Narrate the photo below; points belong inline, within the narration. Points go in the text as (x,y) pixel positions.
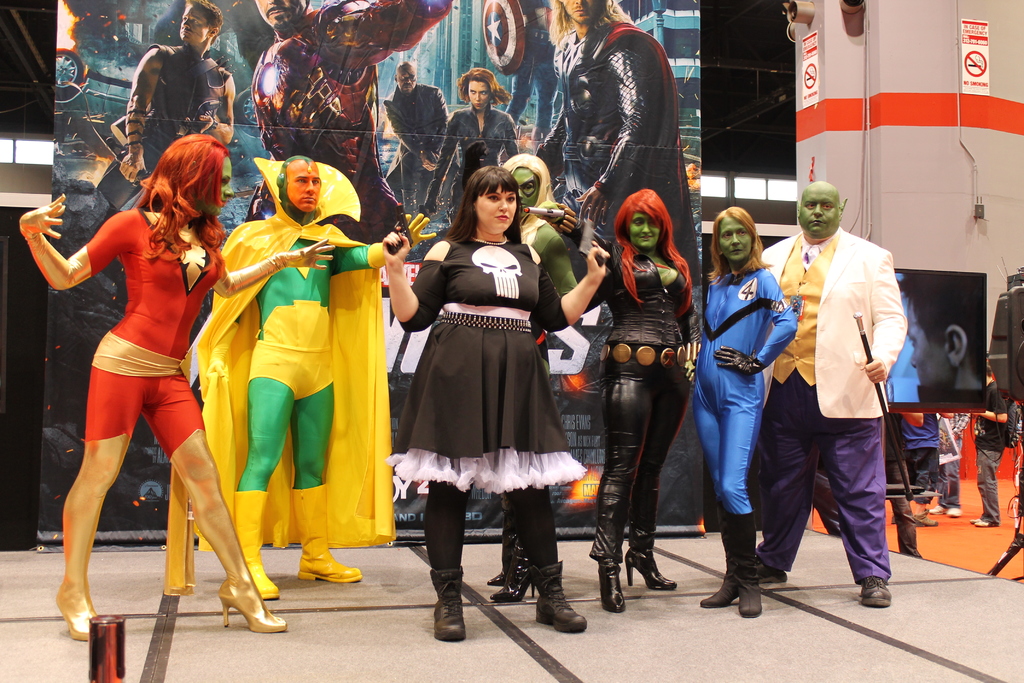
In this picture I can observe some people (492,263) standing on the stage (349,586). They are wearing costumes (287,390). In the background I can observe a poster (637,108). On the right side (912,278) I can observe a screen (907,313). There are some people (994,491) standing on the floor (964,492).
